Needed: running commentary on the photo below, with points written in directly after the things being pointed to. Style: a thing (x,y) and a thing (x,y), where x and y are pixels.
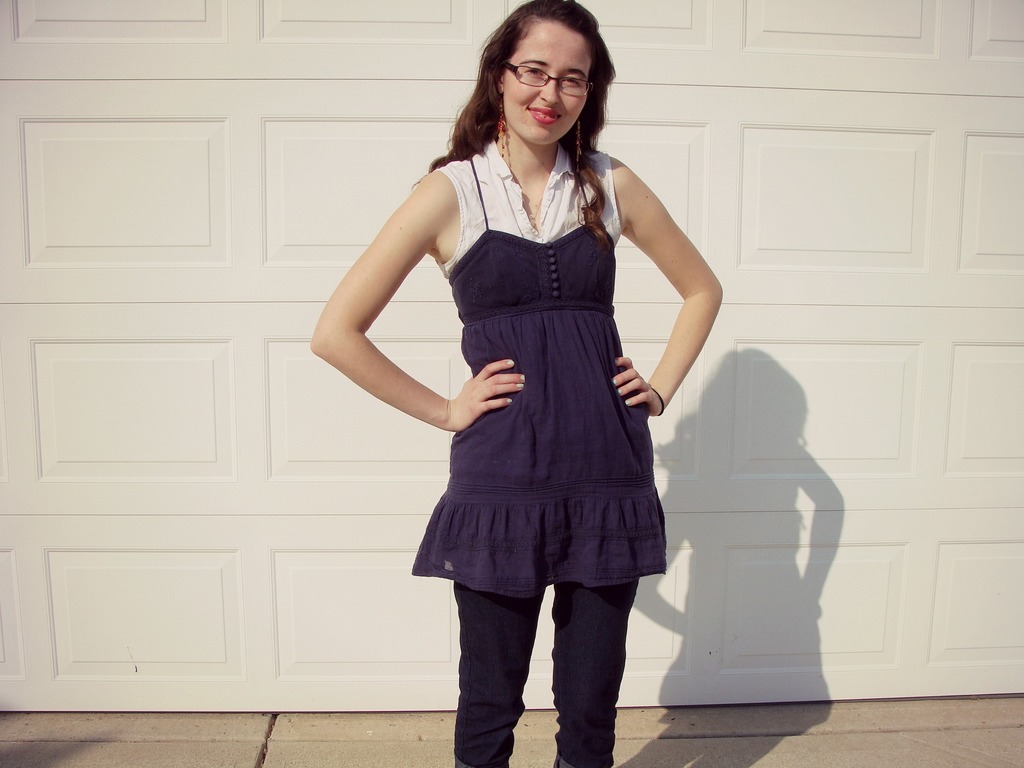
In this picture we can see a woman (579,324), she is smiling and she wore spectacles (583,82).
